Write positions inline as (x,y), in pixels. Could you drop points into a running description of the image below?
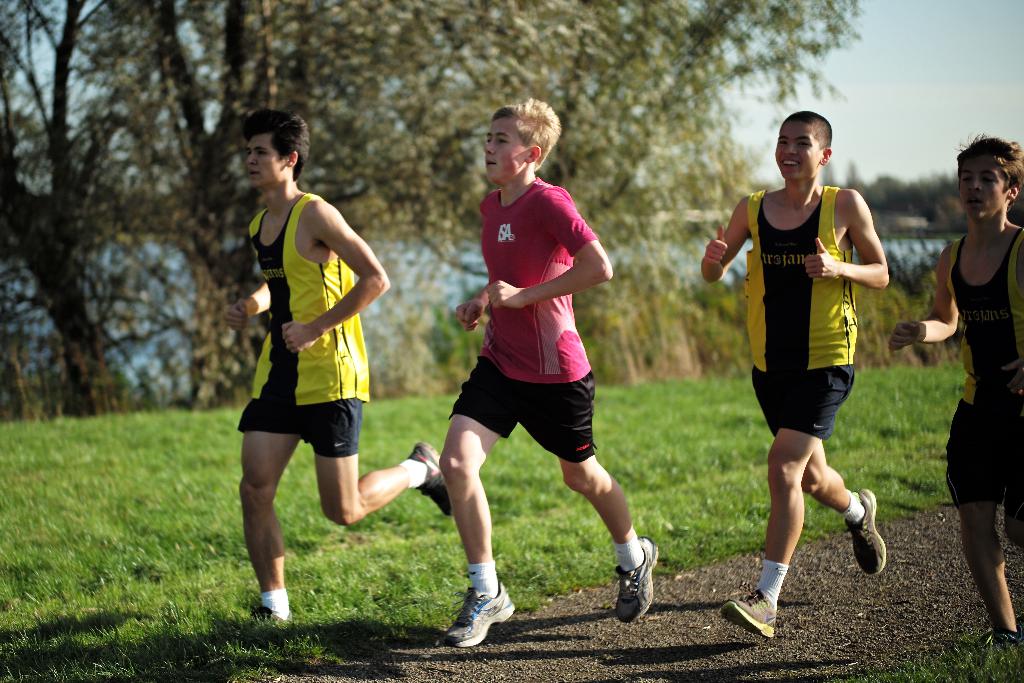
In the image there are few people (587,483) running on the road (902,536) and around them there is grass (380,430) and in the background (113,249) there are trees (307,111).
